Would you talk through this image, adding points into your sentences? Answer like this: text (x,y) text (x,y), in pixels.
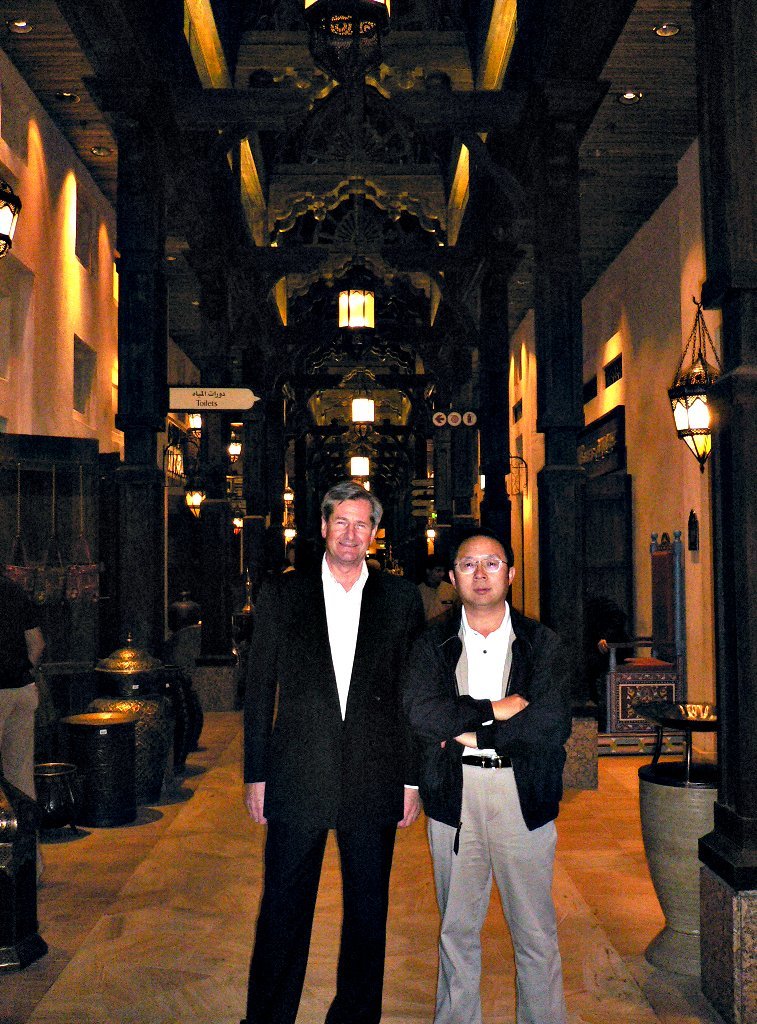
In this image I can see two persons (458,607) standing. The person (312,642) at left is wearing black blazer (326,691), white color shirt (342,668) and I can see few lights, doors (597,588), pillars (755,549) and I can see the inner part of the building (358,211).
